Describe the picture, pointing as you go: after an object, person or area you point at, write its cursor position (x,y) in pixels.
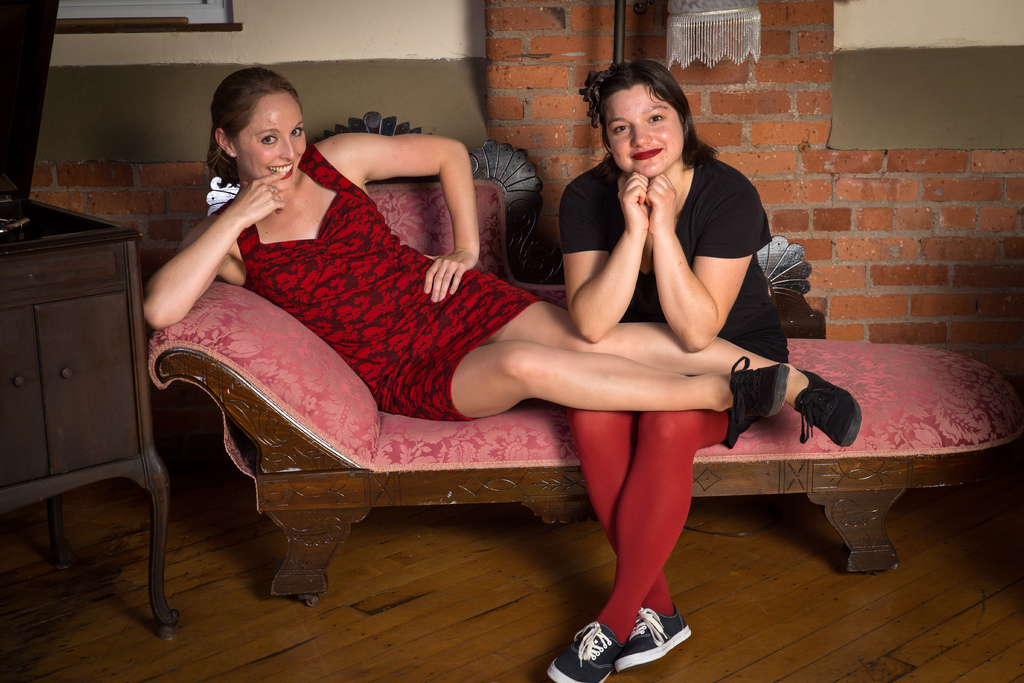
In this image I see 2 women (456,199) who are on the couch (950,485) and I see that both of them are smiling and I see that this woman (333,196) is wearing black and red dress (300,282) and this woman (606,273) is wearing black top (736,206) and red pants (641,455) and I see the floor (27,525) and I see a cabinet (92,303) over here. In the background (167,171) I see the wall (952,29).
